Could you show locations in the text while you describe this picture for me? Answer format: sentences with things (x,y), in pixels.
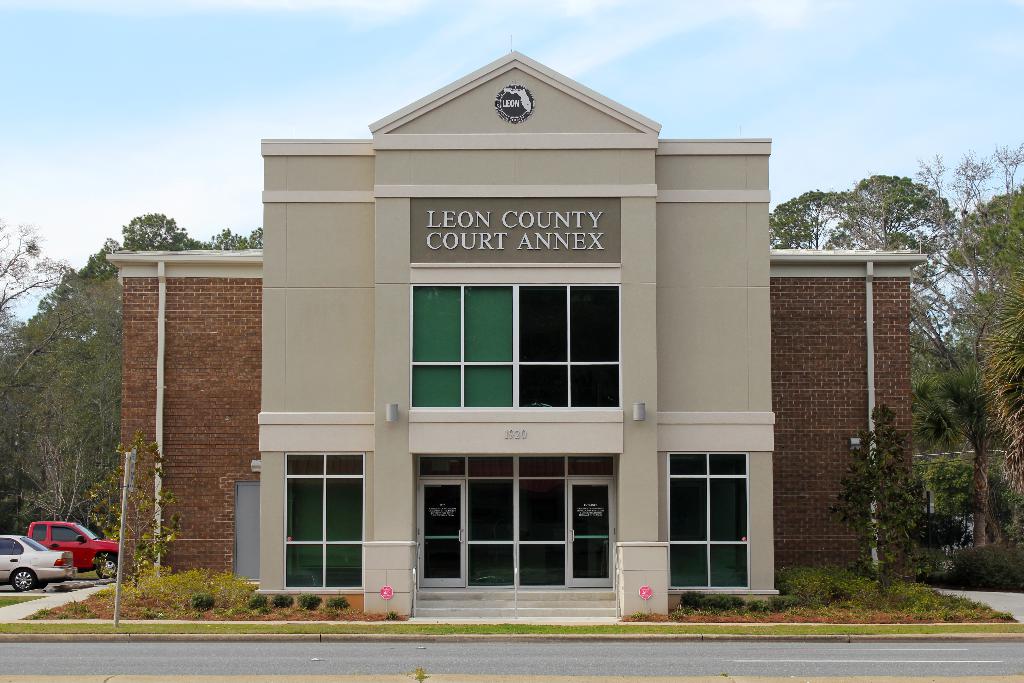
In this image in the center (465,315) there is a house (725,370), and on the right side (976,378) and left side (14,332) there are trees (139,459). And on the left side (72,559) there are vehicles (55,554), at the bottom (498,641) there is a road (936,644), sand (100,606), grass (973,628) and some plants (135,592). And in the background (963,395) there are trees (66,287), at the top (187,67) there is sky (440,57) and on the building (452,238) there is a text (485,248).
